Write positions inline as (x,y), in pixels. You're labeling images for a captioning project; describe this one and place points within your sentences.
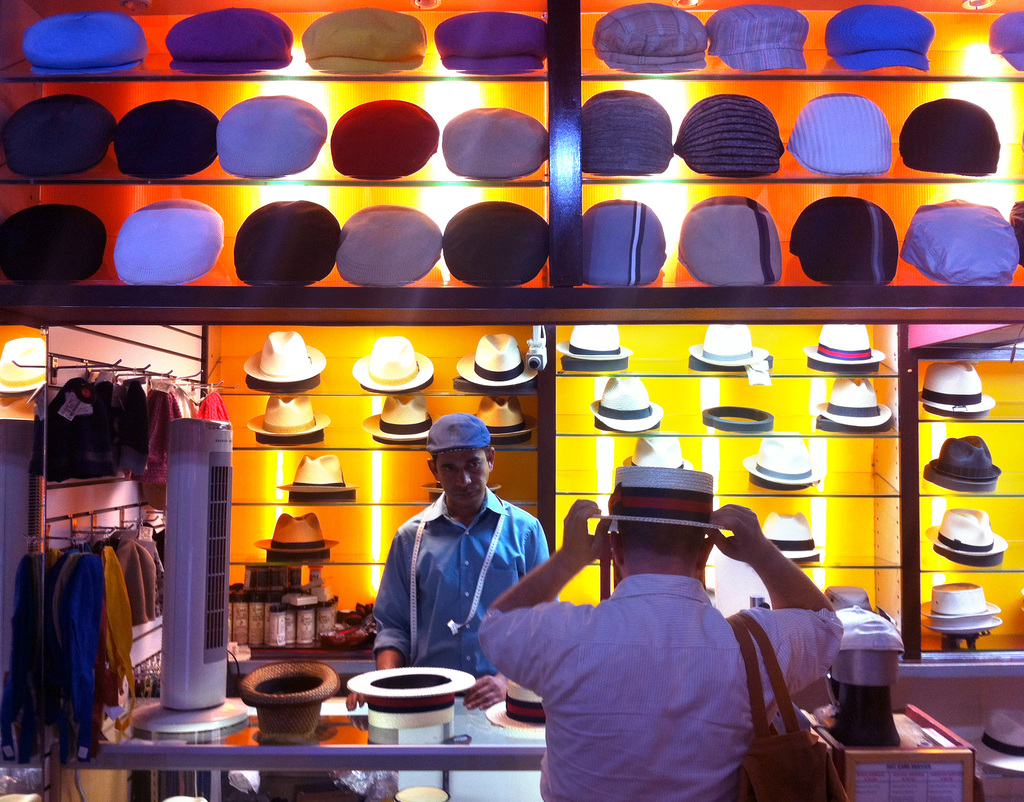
In this image I can see a cap store (605,434). In front (641,762) the person (619,620) is standing and wearing a bag (771,742) and cap (640,498). Back I can see a person (465,551) standing. I can see few caps (970,469) in a rack (836,499). I can see a cap stand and cooler (203,576) on the table (340,745).
